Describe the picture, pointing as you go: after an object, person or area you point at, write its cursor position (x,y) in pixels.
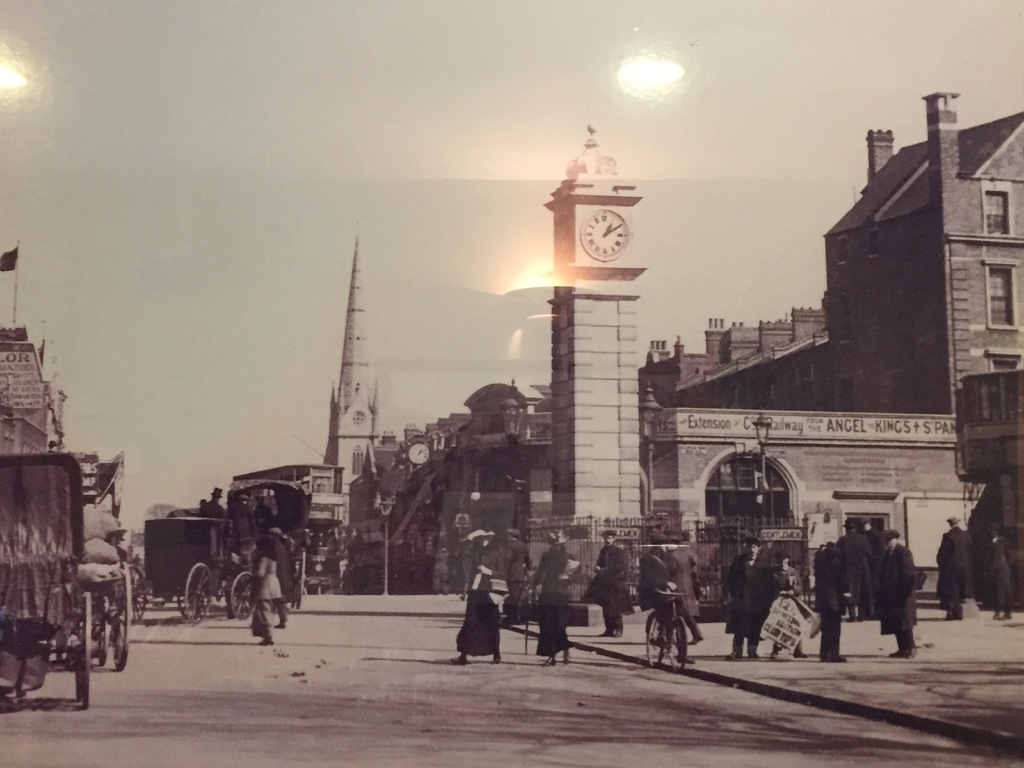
In this picture there are group of people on the road (66,761) and there are buildings (890,317) and poles (761,489) and there are vehicles (166,593) on the road (692,730) and there is a flag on the building (13,434) and there is a clock (623,243) on the building (592,387). At the back (698,566) there is a railing (591,558). At the top (217,148) there is sky (259,126) and there are reflections of lights (7,81). At the bottom (446,713) there is a road (352,750).
